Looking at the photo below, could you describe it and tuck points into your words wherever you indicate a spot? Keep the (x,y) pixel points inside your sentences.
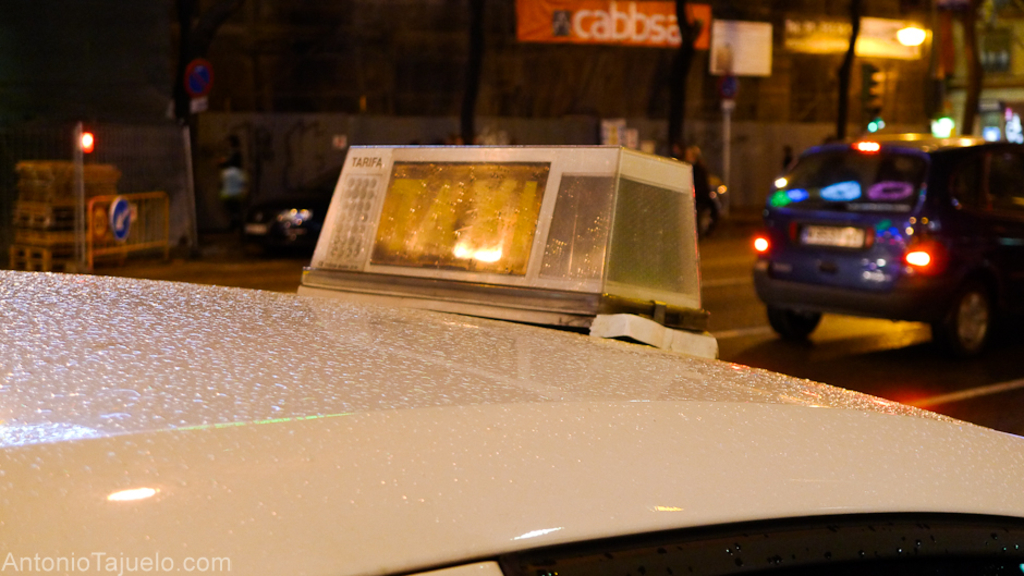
In this image I can see a vehicle (503,405) which is cream and black in color on the road (928,367). I can see few other vehicles (921,244), few persons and in the background (985,36) I can see few buildings (530,102), few banners (667,44), a traffic signal (884,81) and few lights (942,121).
